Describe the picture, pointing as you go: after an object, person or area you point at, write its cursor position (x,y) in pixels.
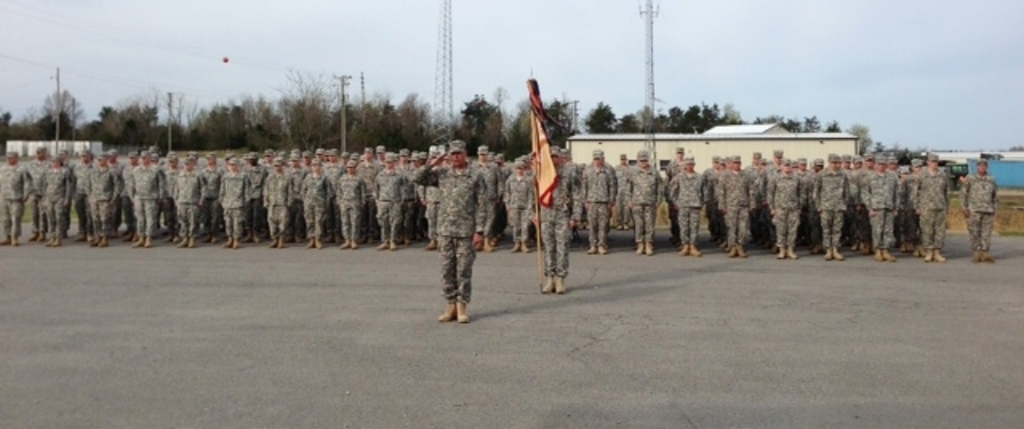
There is a person (461,177) in an uniform (460,174), giving salute and standing on the road (492,317). Beside him, there is another person (562,149) who is holding a pole (539,202) which is having a flag (534,98). In the background (978,197), there are persons (234,206) standing in the rows on the road (689,263), there are poles (170,106), towers (648,114), trees (736,112), buildings (1007,155) and there are clouds (539,33) in the sky (220,56).
